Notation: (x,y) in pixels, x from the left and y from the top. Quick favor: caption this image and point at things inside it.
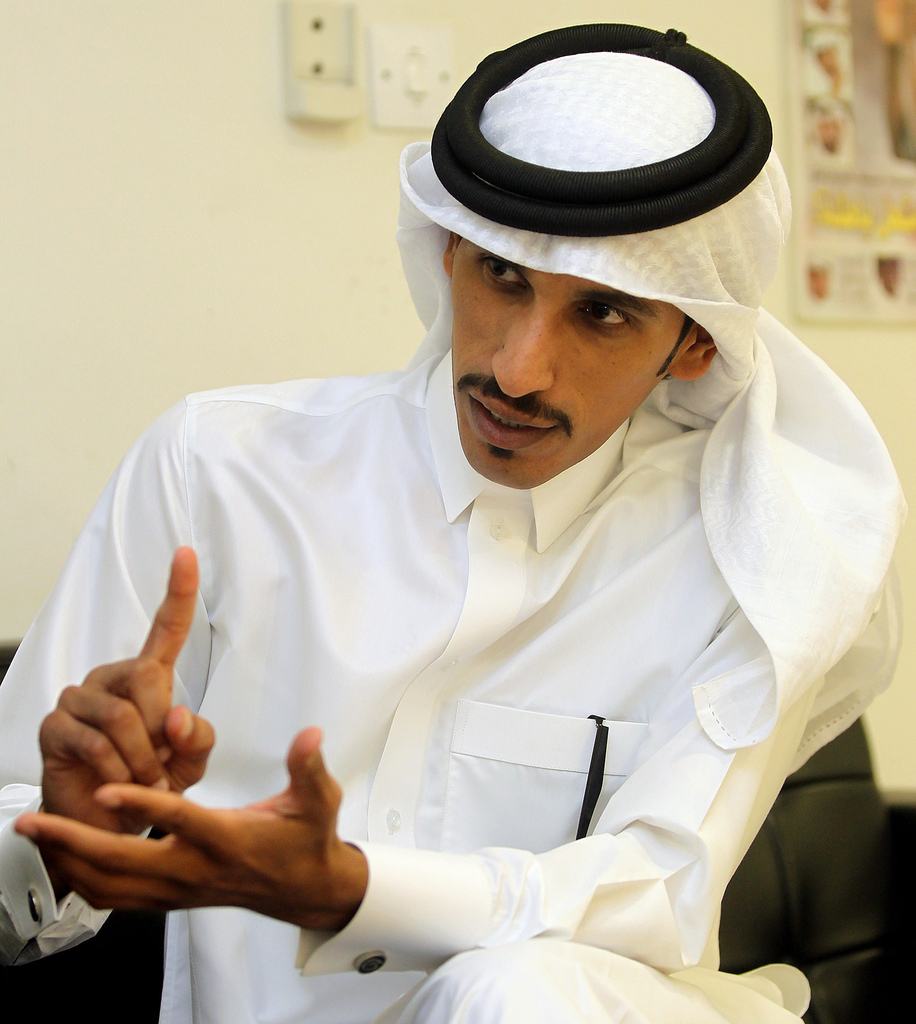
In this image we can see a person (405,608) sitting on a couch (729,873). There are few objects (388,67) on the wall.
